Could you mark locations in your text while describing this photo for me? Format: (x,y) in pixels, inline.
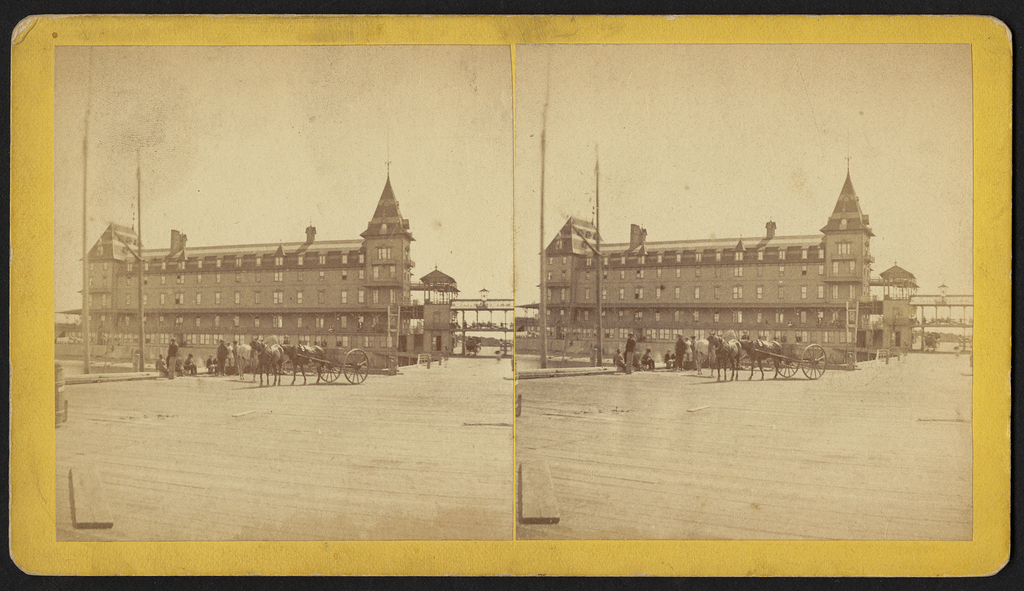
Here we can see two photographs (466,250) on a card (284,566) and both photographs (416,315) are same. On the left side (243,289) image we can see a building (207,295), windows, poles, horse cart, horses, few persons (174,369) are standing and few persons (187,366) are sitting and at the bottom (94,500) there is an object (98,516) on the road (331,415) and on the right side (768,312) image we can see the same things which are on the left side (256,296) image as both the images are the same.
